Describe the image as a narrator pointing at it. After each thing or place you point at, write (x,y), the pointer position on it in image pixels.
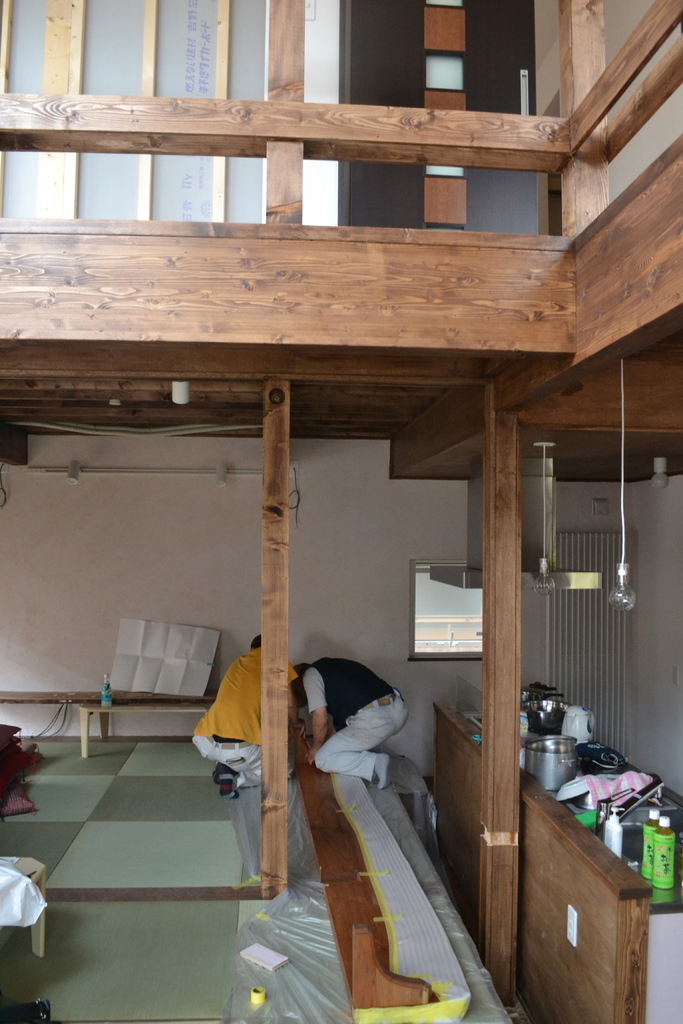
In this picture there are two guys (246,704) who are doing some work, in the background (593,780) there is a wooden house (399,322) and wooden table (461,735) filled with all the objects (571,760). There is also a glass window (454,639) in the background (460,617).
